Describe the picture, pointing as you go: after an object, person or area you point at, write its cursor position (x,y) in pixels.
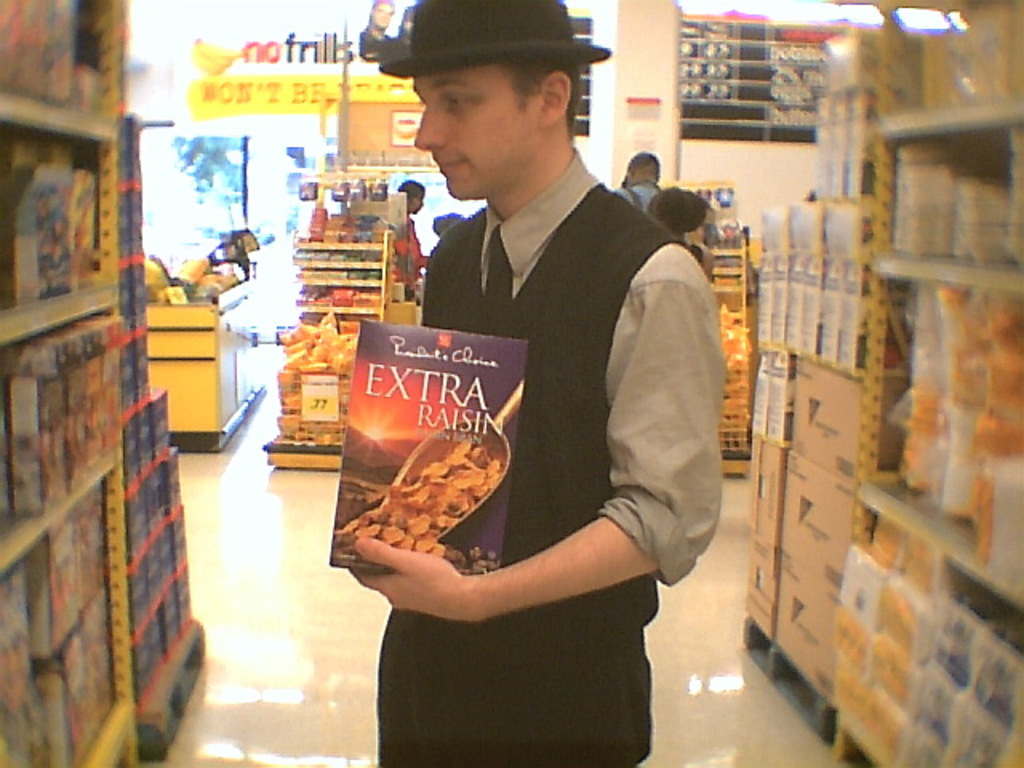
In this image I can see a man (592,623) is in the supermarket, he is holding a box (441,545) in his hand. He wore black color hat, tie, trouser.
